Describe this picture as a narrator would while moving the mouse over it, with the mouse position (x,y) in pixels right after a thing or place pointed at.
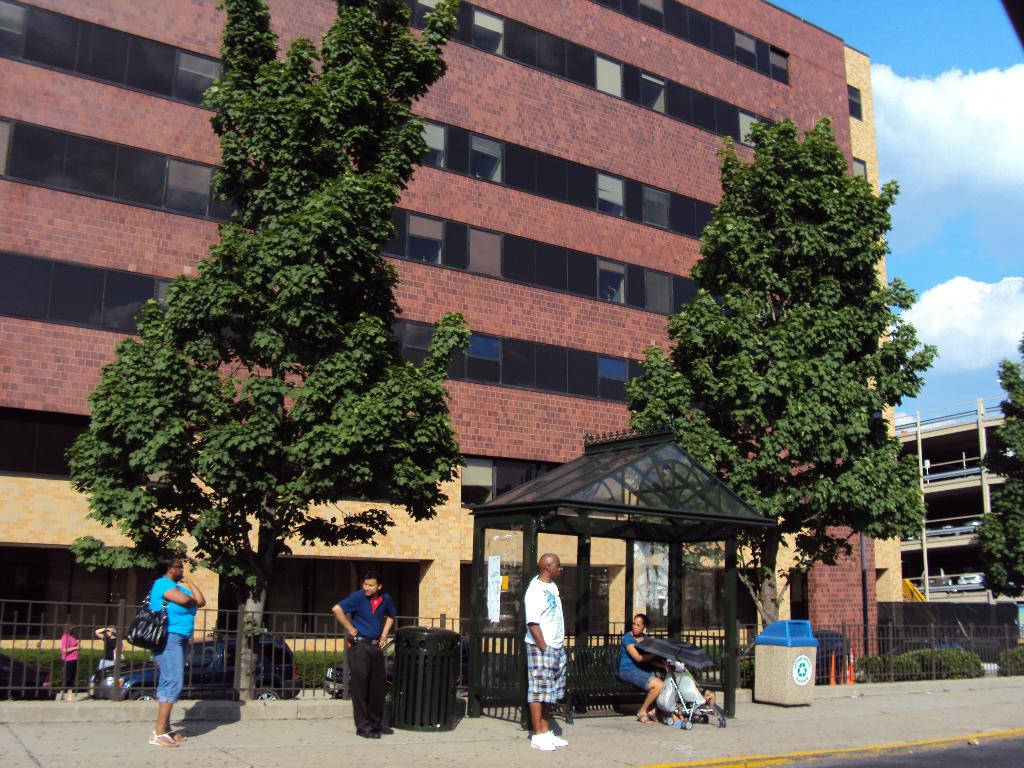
In this picture I can see the metal grill fence (469,617). I can see trees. I can see green grass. I can see people (358,663) standing on the walkway (620,741). I can see a person (637,676) sitting on the bench (598,693). I can see the buildings (566,361). I can see clouds (941,121) in the sky (933,132).
